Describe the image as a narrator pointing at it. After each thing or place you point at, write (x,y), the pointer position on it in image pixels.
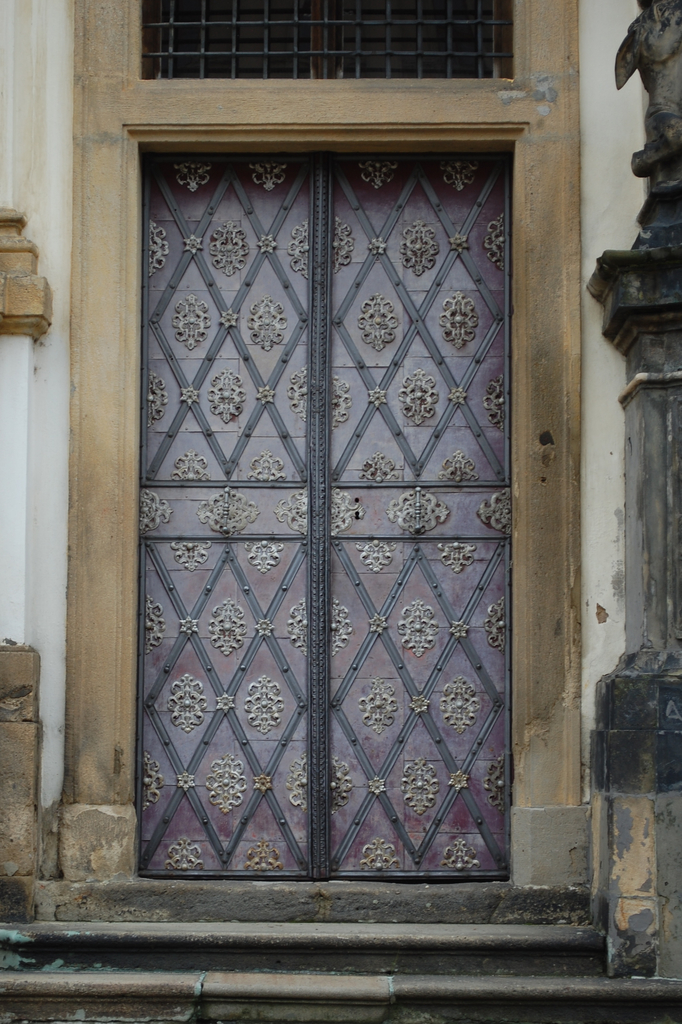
There is a door (369,877), stairs (359,892) at the front (84,941) and pillars (661,532) on the either sides.
